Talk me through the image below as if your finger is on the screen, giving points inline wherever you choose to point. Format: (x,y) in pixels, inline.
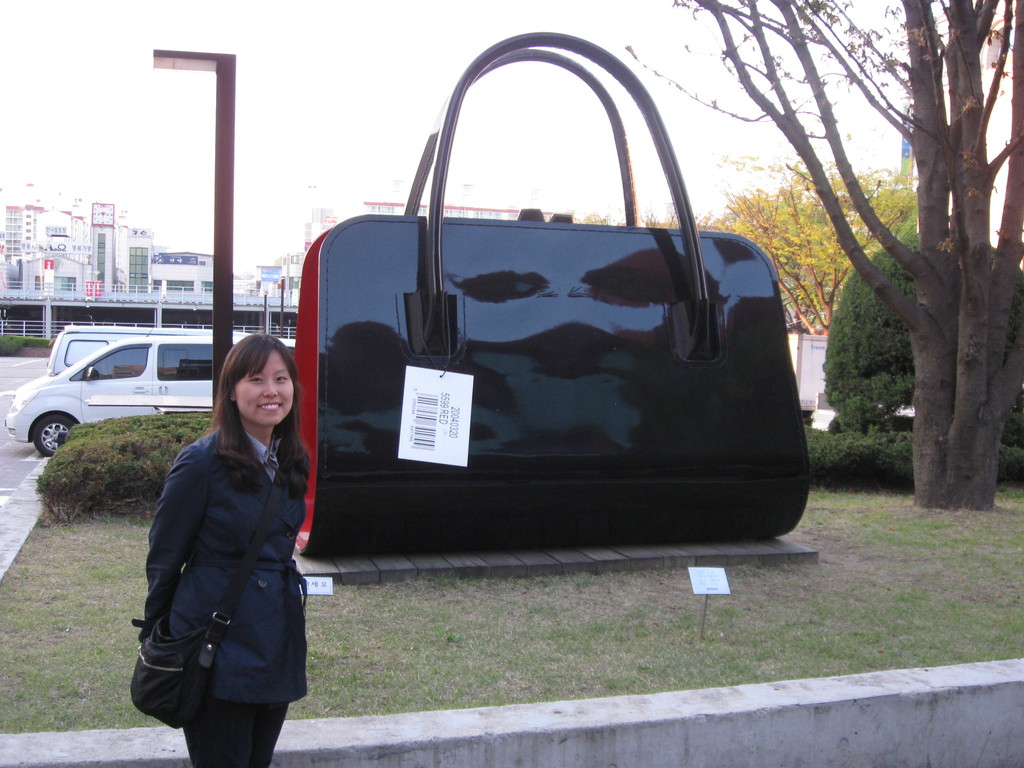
It is an open area (859,591), a woman (260,652) is standing in front of a garden (511,698), she is wearing a bag (252,535), behind her there is a big sculpture (570,334) of a bag (589,386), in the background (128,358) there are some vehicles (136,359) and some buildings (94,235) and sky (134,225).
